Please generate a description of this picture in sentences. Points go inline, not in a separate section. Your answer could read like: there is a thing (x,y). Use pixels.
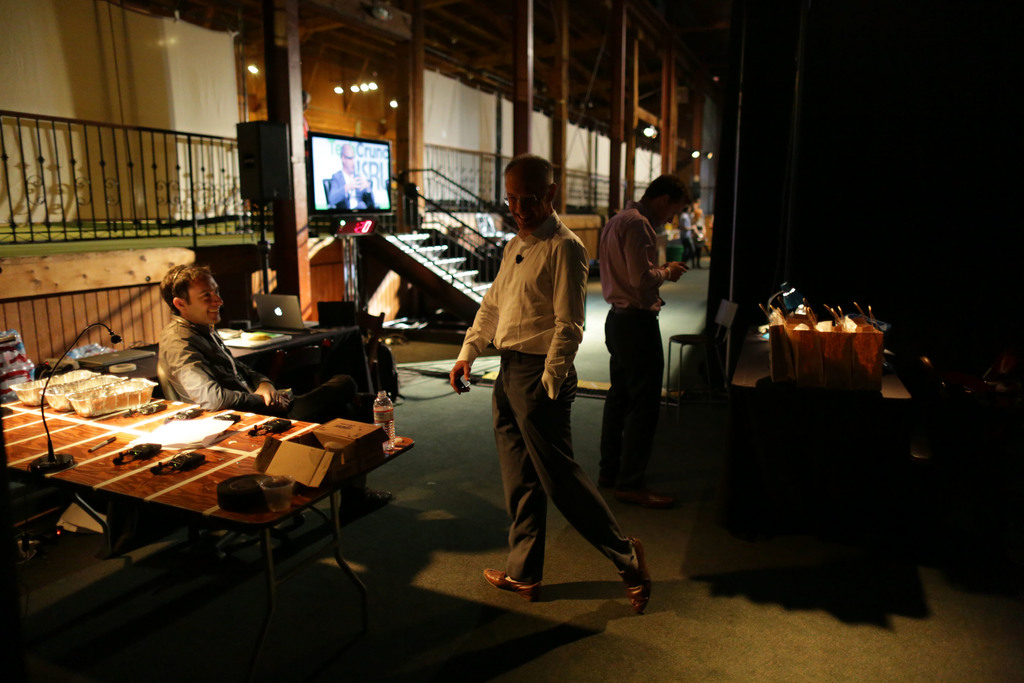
In the center of the image (575,333) we can see people (613,472). On the left (203,348) there is a man (231,381) sitting, before him we can see a table (77,437) and there is a mic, bowls (93,393), box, bottle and some things (177,435) placed on the table (199,448). In the background (321,219) there is a screen (352,213), building (370,251), poles (529,139) and bags (819,349).
